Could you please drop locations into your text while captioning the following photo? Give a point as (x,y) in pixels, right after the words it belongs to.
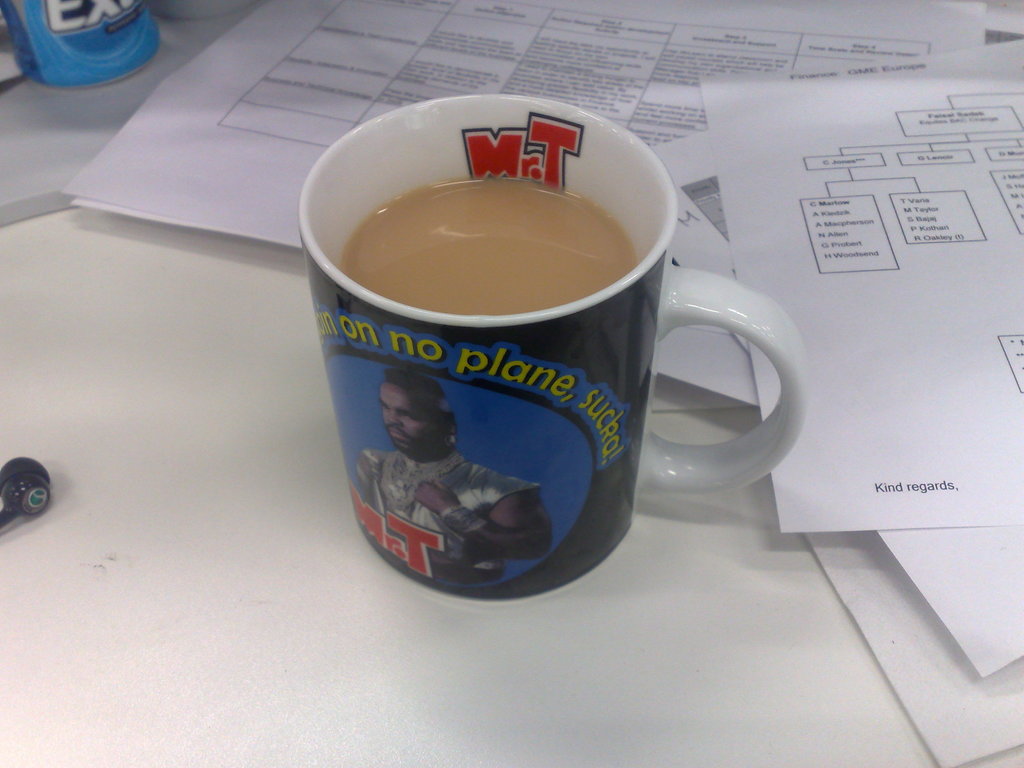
In this image I can see a mug (341,240), in the mug (361,381) I can see some liquid (508,222) in brown color. Background (839,112) I can see few papers (306,155) on the table (287,248) and the table (277,640) is in white color.
